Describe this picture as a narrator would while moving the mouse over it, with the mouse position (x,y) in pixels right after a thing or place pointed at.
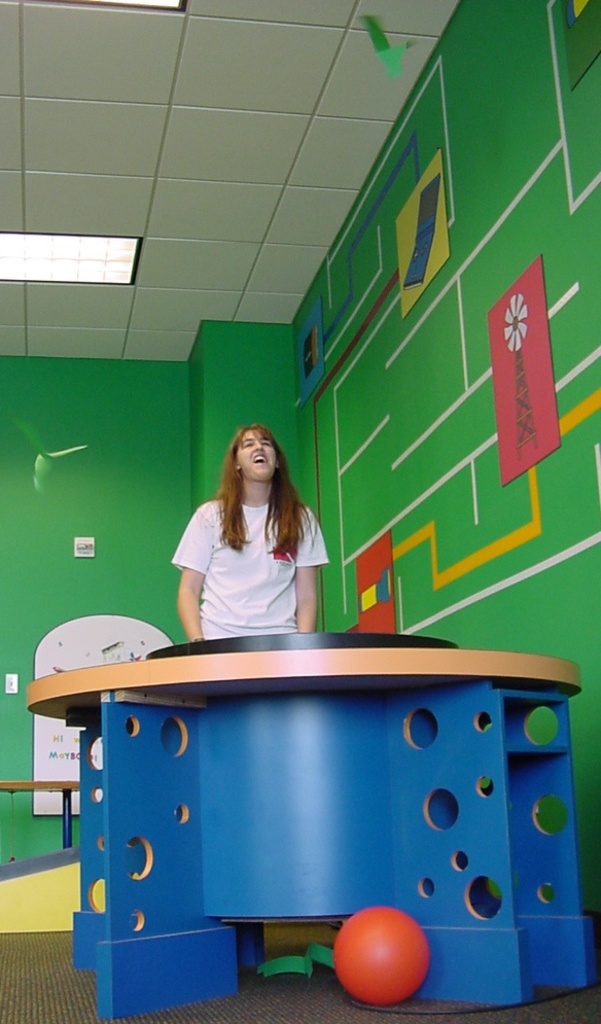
In this image i can see woman (282,469) standing there is a table (327,721) and ball (362,990) in front of her at the background (382,632) there is a wall (105,395).
